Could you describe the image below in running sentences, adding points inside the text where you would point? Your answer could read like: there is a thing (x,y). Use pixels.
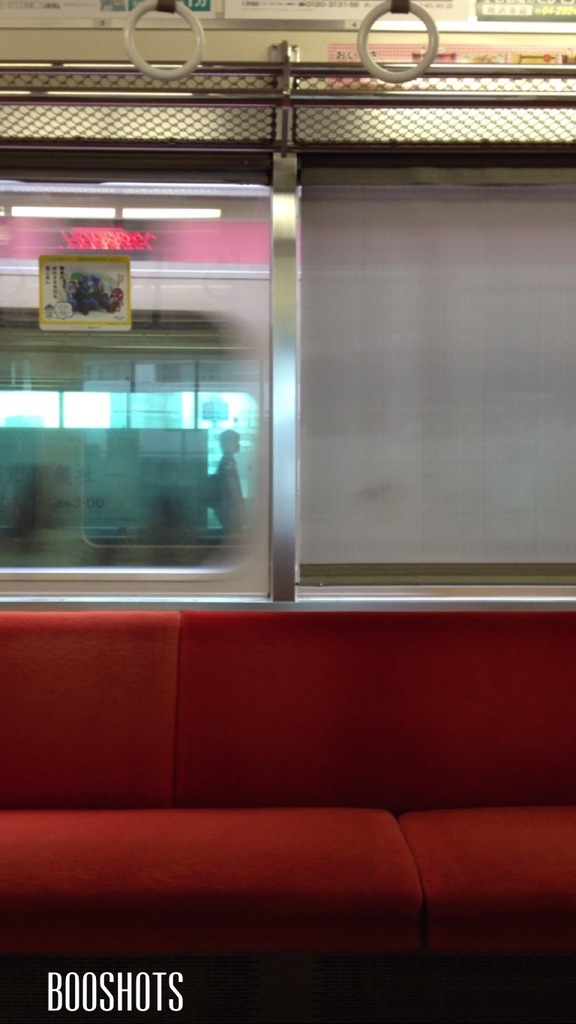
This is an inside view picture of a vehicle (404,639). Here We can see sofa (548,810). These are windows (344,361). At the top (130,34) we can see holders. This is sticker (72,310) on a glass (156,297). On a glass (131,293) we can see the reflection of a person (238,467).
